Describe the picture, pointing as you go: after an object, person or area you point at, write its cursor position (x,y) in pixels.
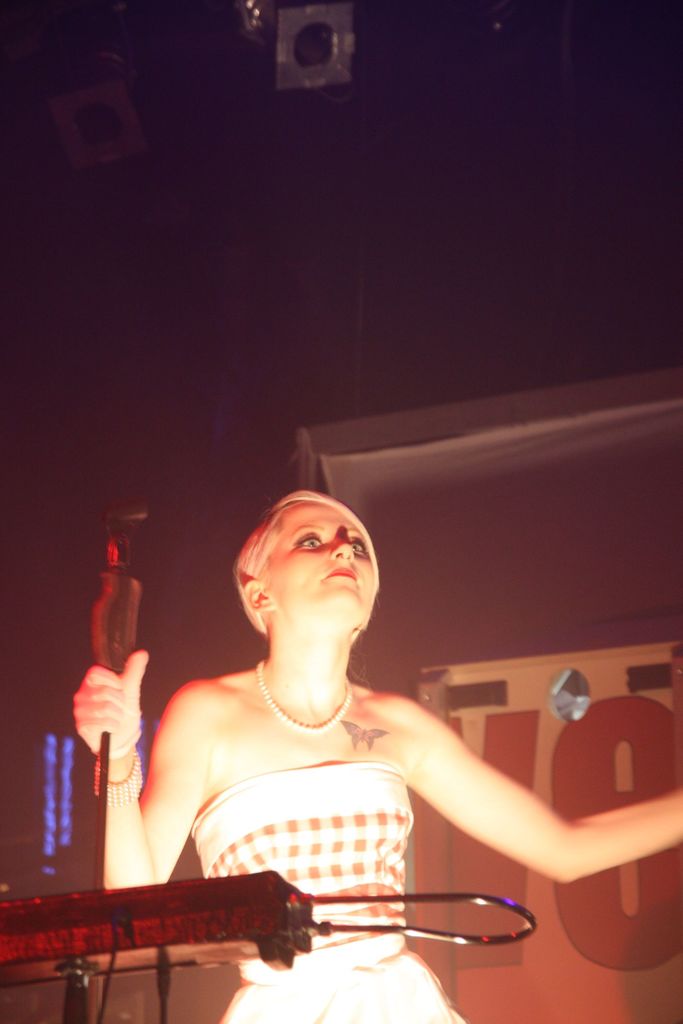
In this image there is a woman (278,799) holding a mike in her hand (121,697). Before her there is a device (119,962) on the stand (87,973). Behind her there is a banner (551,715). Left top there are few lights (332,66).
